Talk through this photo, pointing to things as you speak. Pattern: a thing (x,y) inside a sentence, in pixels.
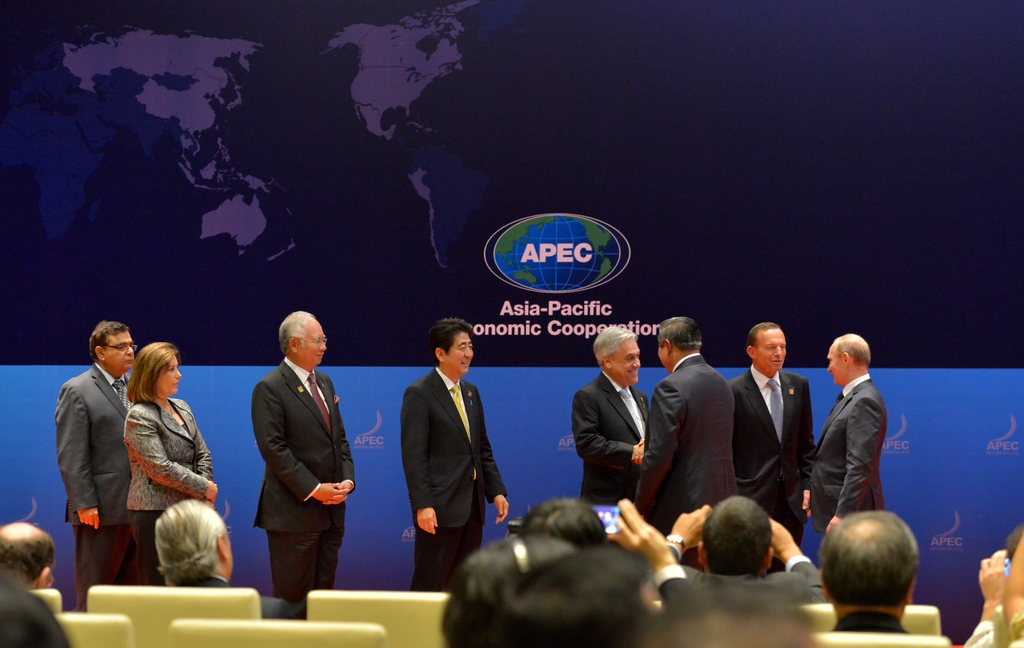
In this image I can see few persons (510,591) are sitting on chairs (232,602) which are cream in color. I can see number of persons (670,455) wearing black colored dresses (316,405) are standing. In the background (533,442) I can see blue and black colored banner (997,343).
